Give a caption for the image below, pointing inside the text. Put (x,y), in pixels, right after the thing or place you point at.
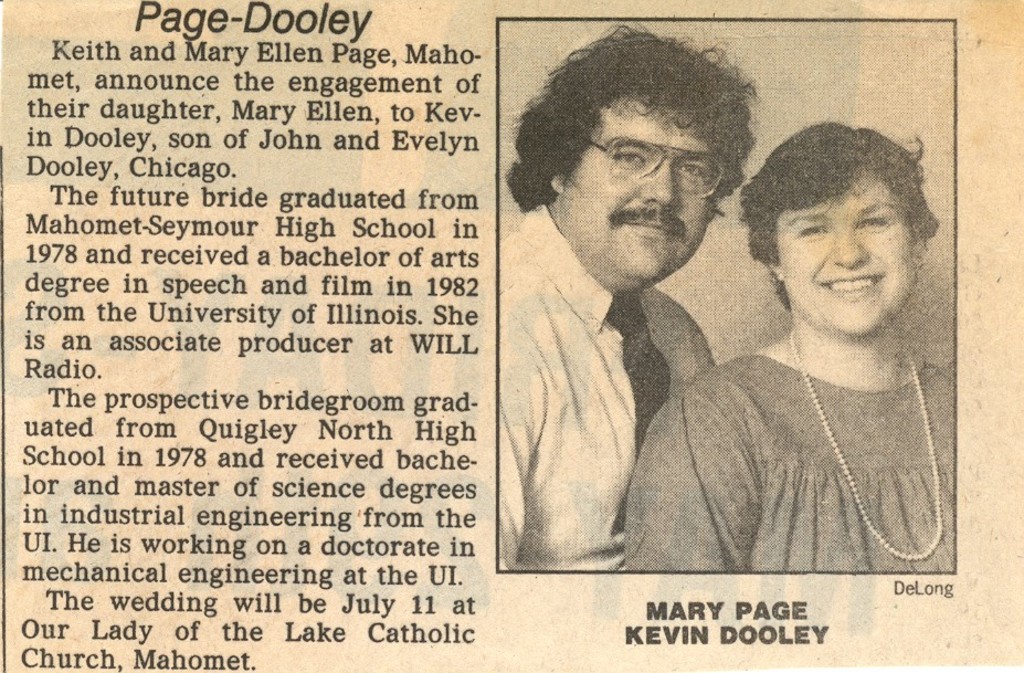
In the image we can see a paper (918,41), in the paper (918,41) we can see some text (423,504) and two persons (935,498) are standing and smiling.
